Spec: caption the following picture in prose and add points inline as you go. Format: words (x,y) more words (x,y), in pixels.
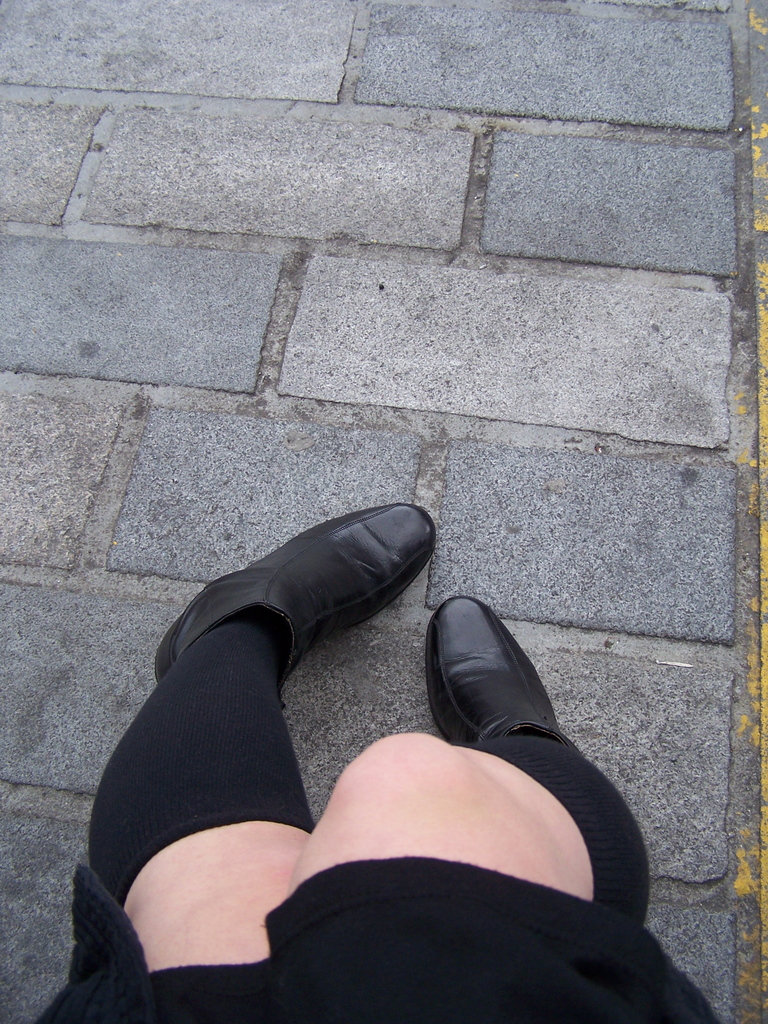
There are two legs (331,616) of a woman (492,920) in the foreground area of the image (463,674).
